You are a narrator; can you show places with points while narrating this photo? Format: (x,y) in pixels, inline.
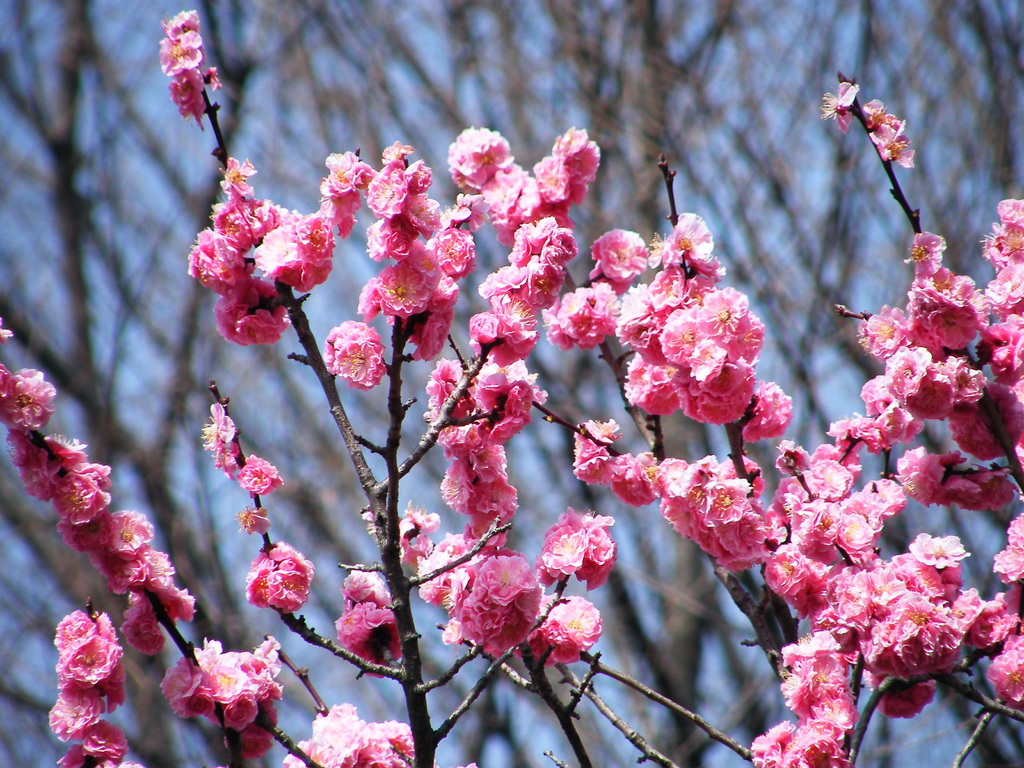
In the foreground of the picture (502,418) there are flowers (284,315) and stems (763,629) of a tree (792,629). The background (48,89) is blurred. In the background (54,108) we can see tree (600,103) and sky (135,367).
